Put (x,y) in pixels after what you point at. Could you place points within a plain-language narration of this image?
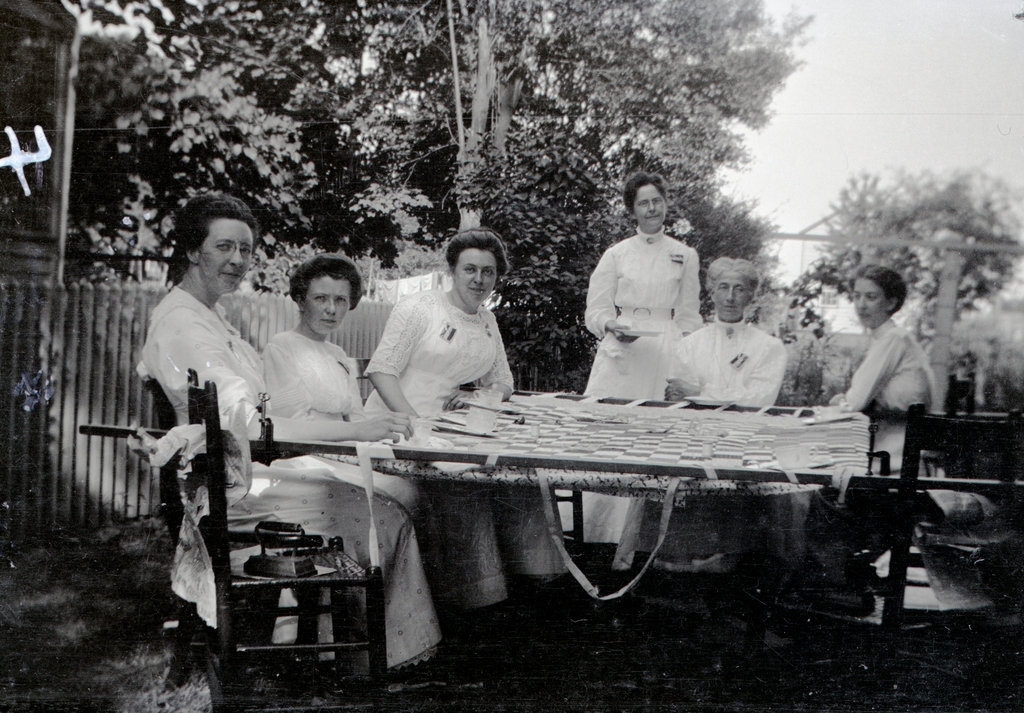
In this image i can see 6 women (398,558), 5 of them are sitting and one of them is standing and i can see a railing (52,353) and in the background (348,159) i can see trees (388,128) and a sky (842,132).
